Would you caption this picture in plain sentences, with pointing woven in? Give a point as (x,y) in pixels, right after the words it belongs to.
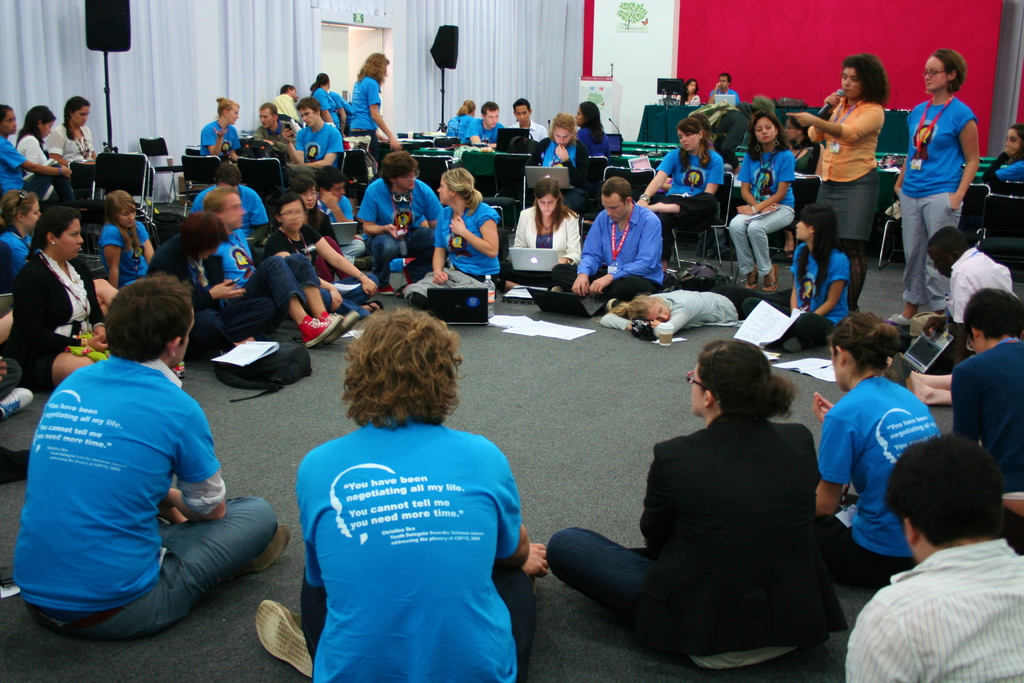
In this picture there are people (970,453), among the few persons (827,278) are sitting and few persons (853,239) are standing. We can see laptops (590,316), papers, bag (250,377), cup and objects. In the background of the image (440,48) we can see speakers (451,57) with stands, banner (595,40), podium (615,82), monitor (658,87), laptop (730,104) and objects (794,106) on the table (656,115).
